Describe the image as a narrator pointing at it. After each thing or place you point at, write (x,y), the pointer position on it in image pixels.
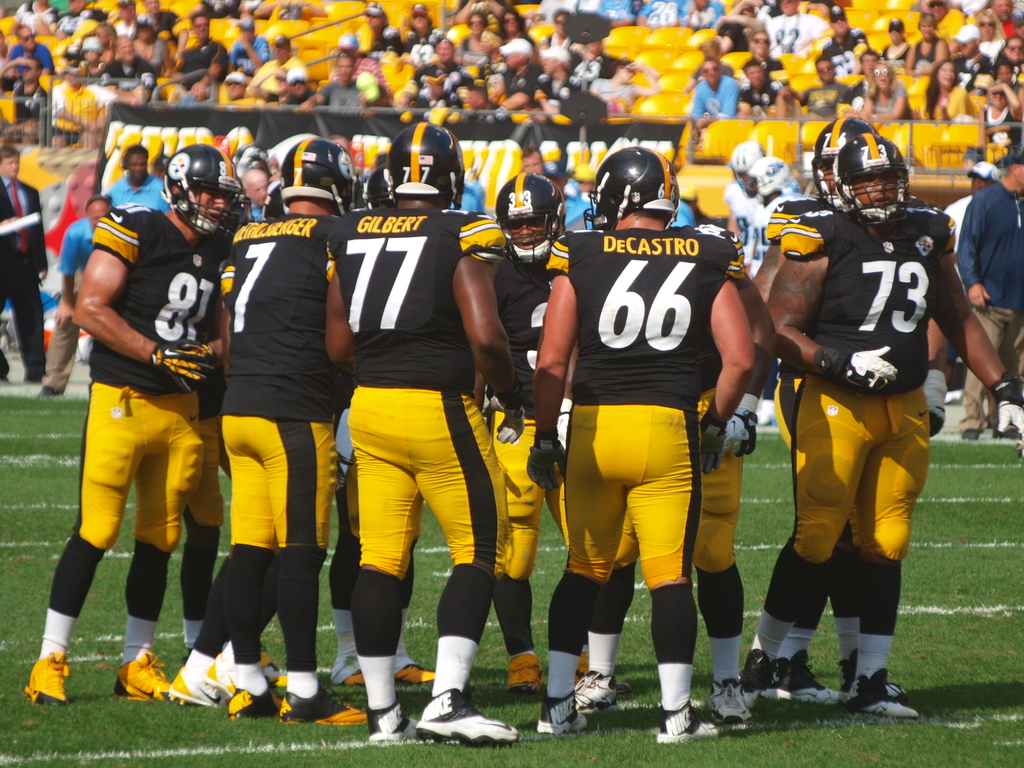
In this image there are group of players (477,437) standing on the ground (638,725) by wearing the jerseys (384,297) and helmets (294,157). In the background (600,71) there are so many spectators (474,70) who are sitting in the chairs (752,121) and watching the game.
